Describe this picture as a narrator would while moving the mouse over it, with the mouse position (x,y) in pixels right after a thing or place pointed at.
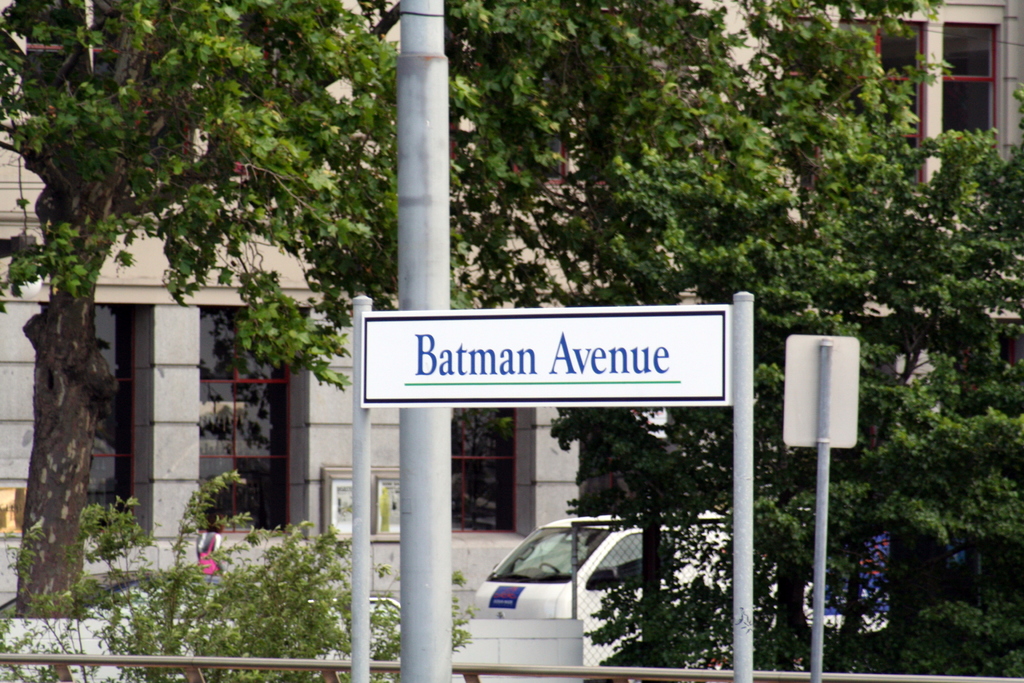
We can see boards (495,325) on poles (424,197), behind this board (487,313) we can see pole (433,192). We can see plants (295,573) and trees (647,571). In the background (588,578) we can see fence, person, car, building (1009,81) and windows (212,385).
